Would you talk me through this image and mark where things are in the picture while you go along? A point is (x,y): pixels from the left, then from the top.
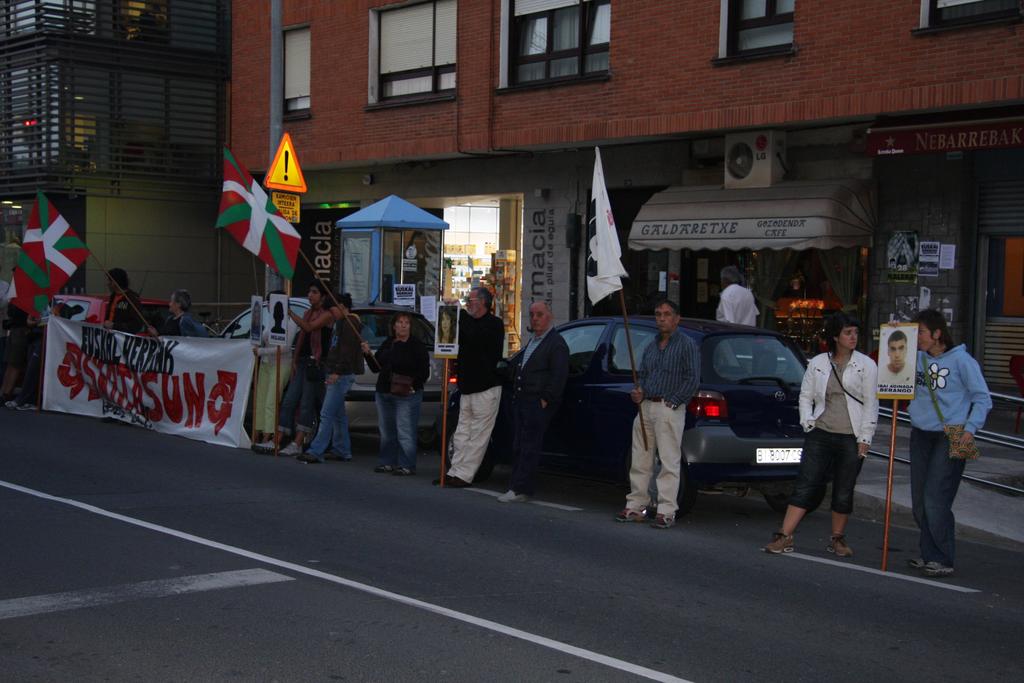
This picture is clicked outside the city. In this picture, we see the people (332,402) are standing and they are holding the flags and the boards (437,347) in their hands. These flags (73,269) are in red, green and white color. On the left side (236,345), we see the people (259,389) are holding a white banner (149,415) with some text (224,416) written on it. I think they are protesting against something. Behind them, we see the cars (361,320) and a board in orange and yellow color. In the background (479,254), we see the buildings (606,136) and the stalls (406,258). On the right side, we see a board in red color with some text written on it.
